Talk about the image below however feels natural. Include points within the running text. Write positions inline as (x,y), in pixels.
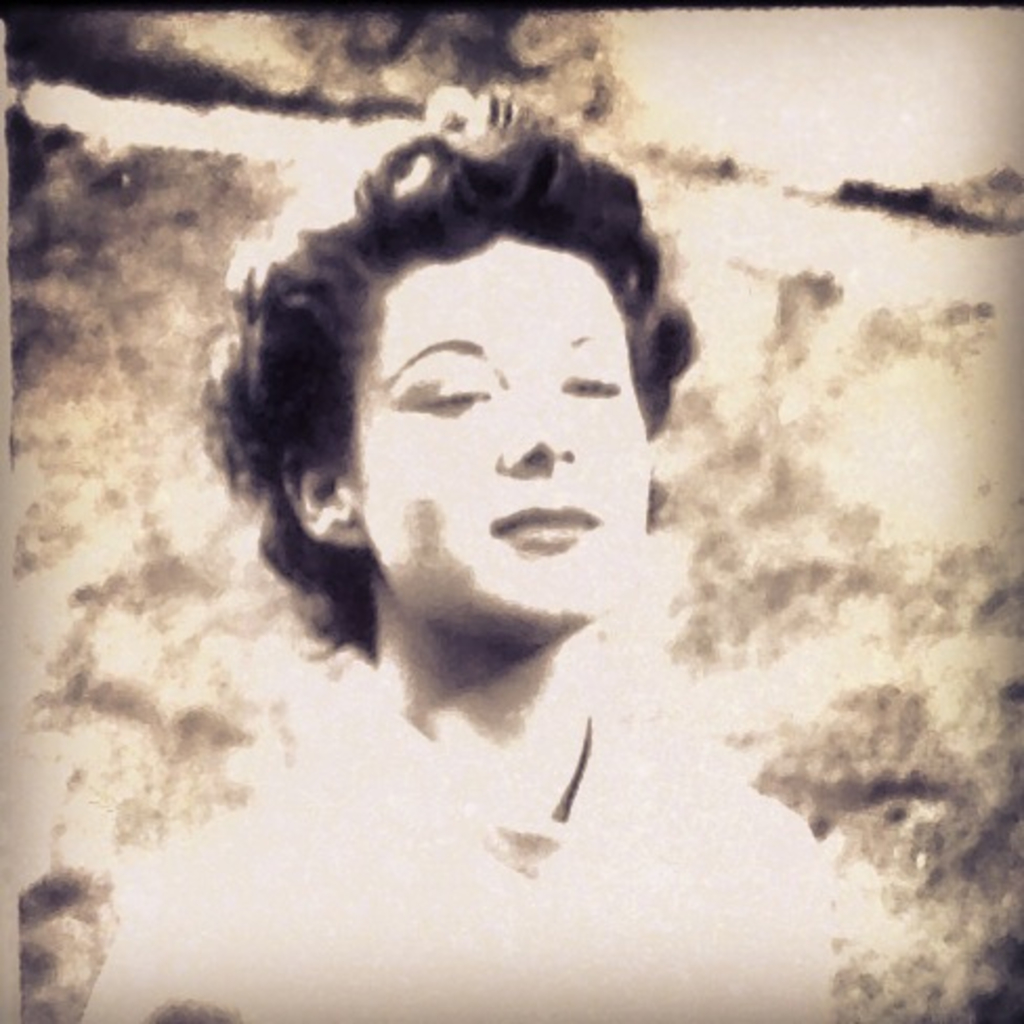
This is a monochrome image of a lady (345,638).
